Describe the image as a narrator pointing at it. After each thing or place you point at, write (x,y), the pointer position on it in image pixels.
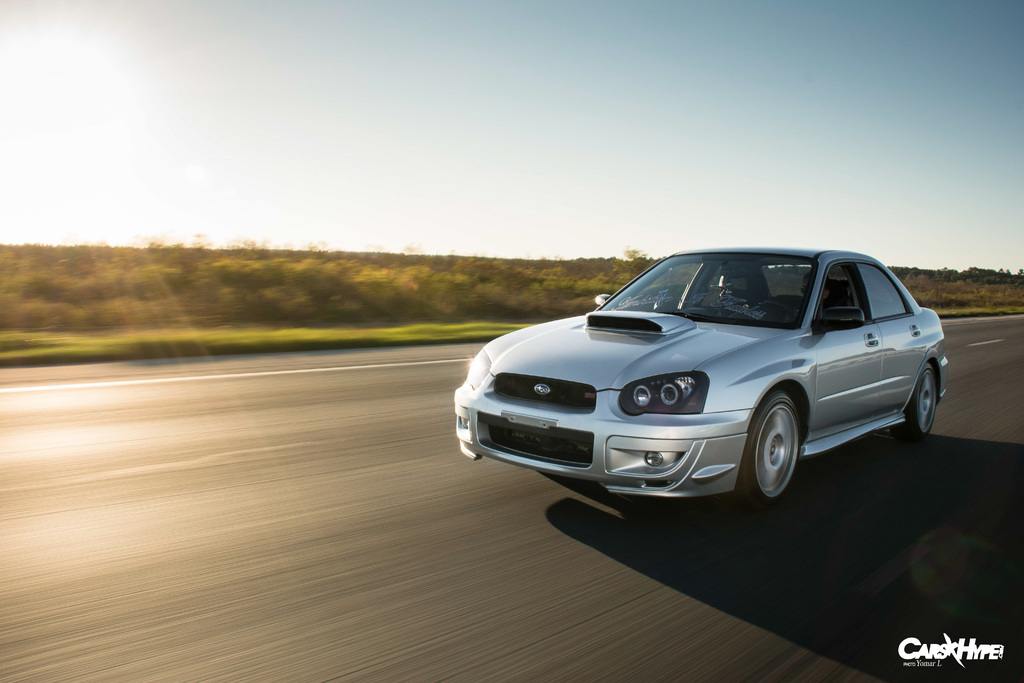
In this image I can see there is a car (648,406) on the road (315,479). And text (951,646) written on the image. And at the side there are trees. And at the top (408,93) there is a sky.
